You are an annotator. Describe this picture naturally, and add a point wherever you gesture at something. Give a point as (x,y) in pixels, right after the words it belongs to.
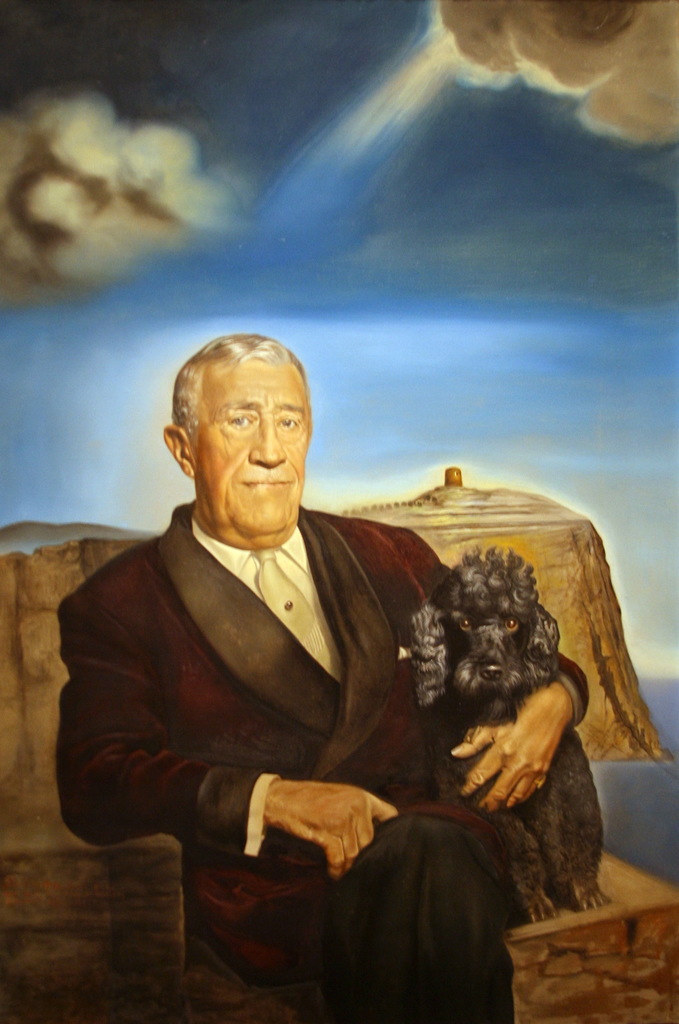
This is the painting image in which there is a man (274,635) sitting and there is an animal (500,696) sitting along with the man (499,760). In the background (447,515) there are stones (477,513) and at the top (141,185) we can see clouds (199,188) in the sky (489,122).
